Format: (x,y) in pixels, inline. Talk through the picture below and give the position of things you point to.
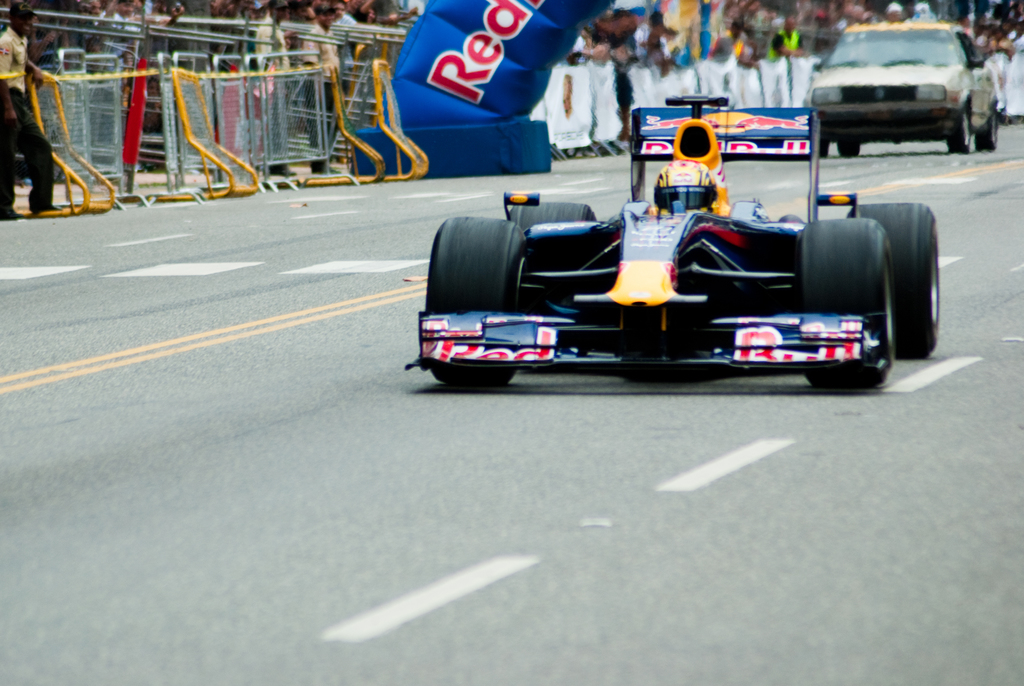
In this picture we can see few vehicles (573,224) are on the road (196,402), side we can see fencing (243,38), some people (329,16) are standing and watching.
